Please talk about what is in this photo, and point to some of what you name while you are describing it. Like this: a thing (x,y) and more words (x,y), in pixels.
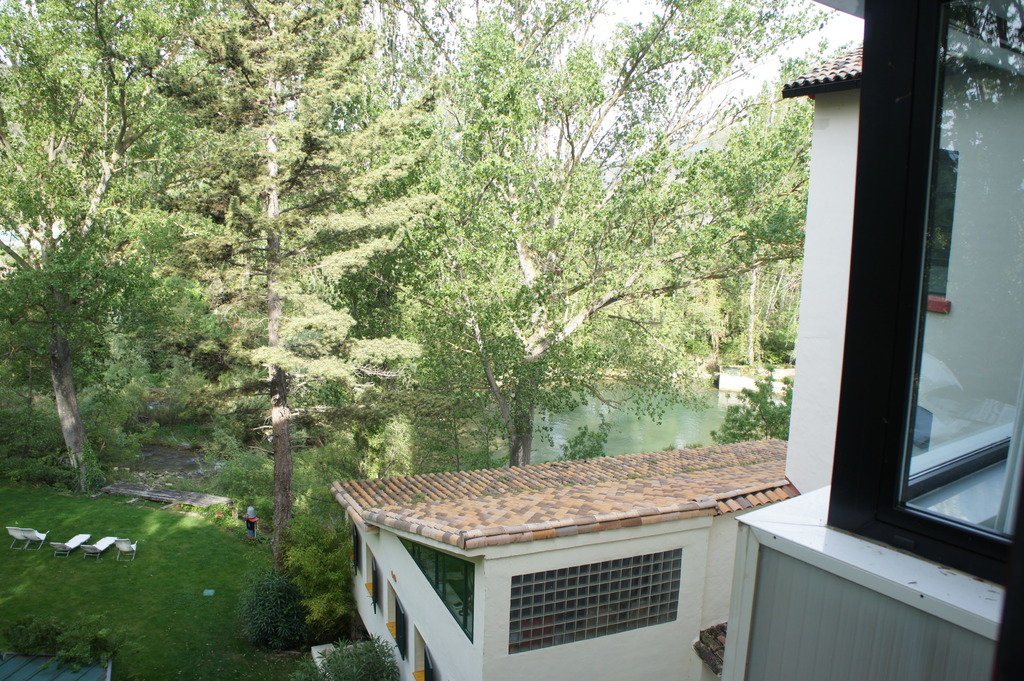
On the left side (24,620), there are trees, plants (68,626) and chairs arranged on a ground (141,532) on which there is grass (82,608). On the right side (954,72), there are buildings (746,477) which are having windows (404,616) and roofs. In the background (784,411), there are trees (386,201), water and there are clouds (839,34) in the sky (822,31).
